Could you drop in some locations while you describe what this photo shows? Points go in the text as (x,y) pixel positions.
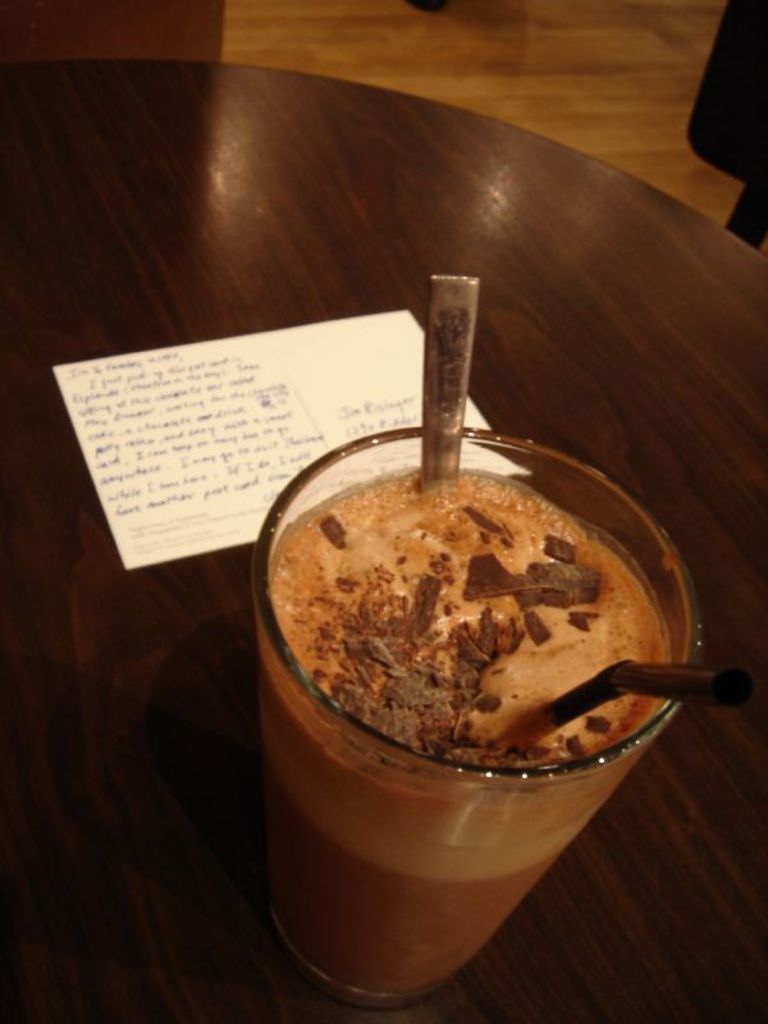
In this picture we can see a glass (377,785) with some liquid (539,740), straw (567,723) and a spoon (454,456) and the glass (369,964) is on the table (151,823) and on the table (123,626) there is a paper (208,410). The table (259,176) is on the wooden floor (492,90).
